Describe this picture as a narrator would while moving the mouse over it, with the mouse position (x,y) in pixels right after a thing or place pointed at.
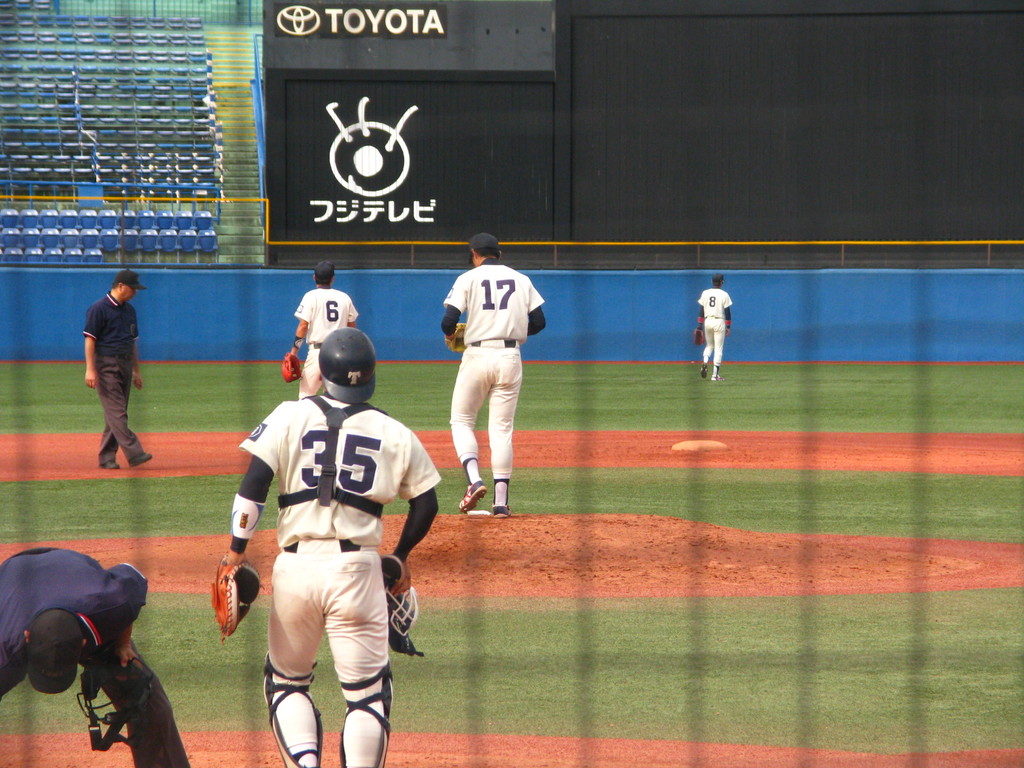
This is a playing ground (533,446). Here I can see few people (326,389) wearing sports dresses (333,325) and walking towards the back side (295,523). In the bottom left-hand corner (53,652) there is a person (82,654) holding an object (106,697) in the hand (125,645) and bending. On the ground (738,615), I can see the grass (731,658). In the background (520,126) there is a board (550,81) on which there is some text (361,20). In the top left-hand corner (87,131) there are many empty chairs (83,99) and also I can see the stairs (234,133).
